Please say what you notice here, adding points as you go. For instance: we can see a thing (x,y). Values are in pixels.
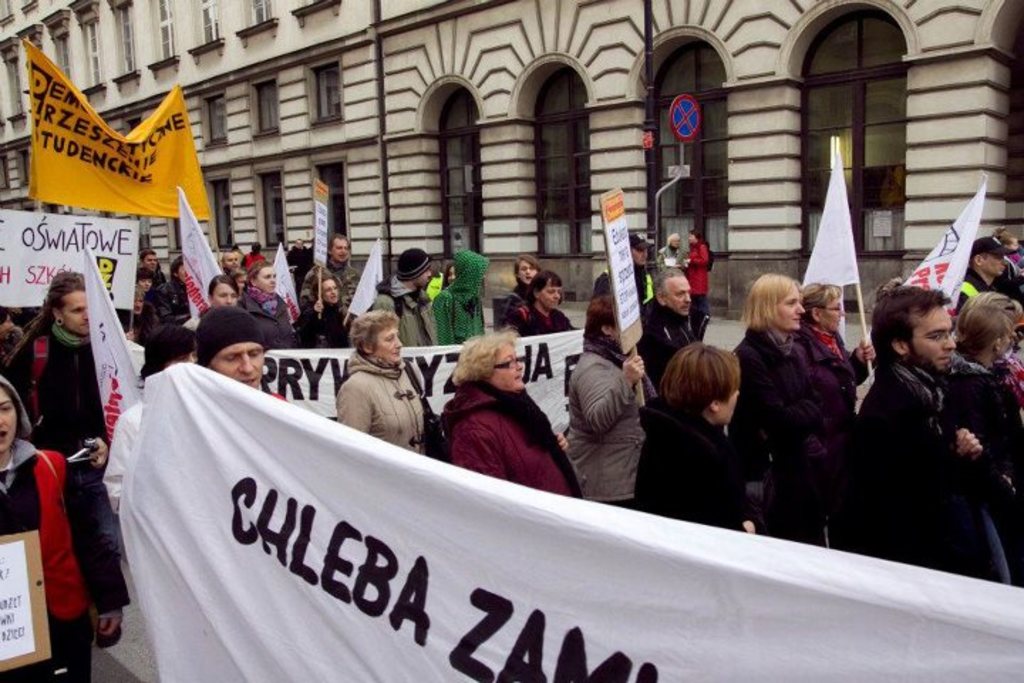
As we can see in the image there are banners (554,339), flags (363,285), a large crowd of people (335,253), buildings (475,196) and windows (61,50).
